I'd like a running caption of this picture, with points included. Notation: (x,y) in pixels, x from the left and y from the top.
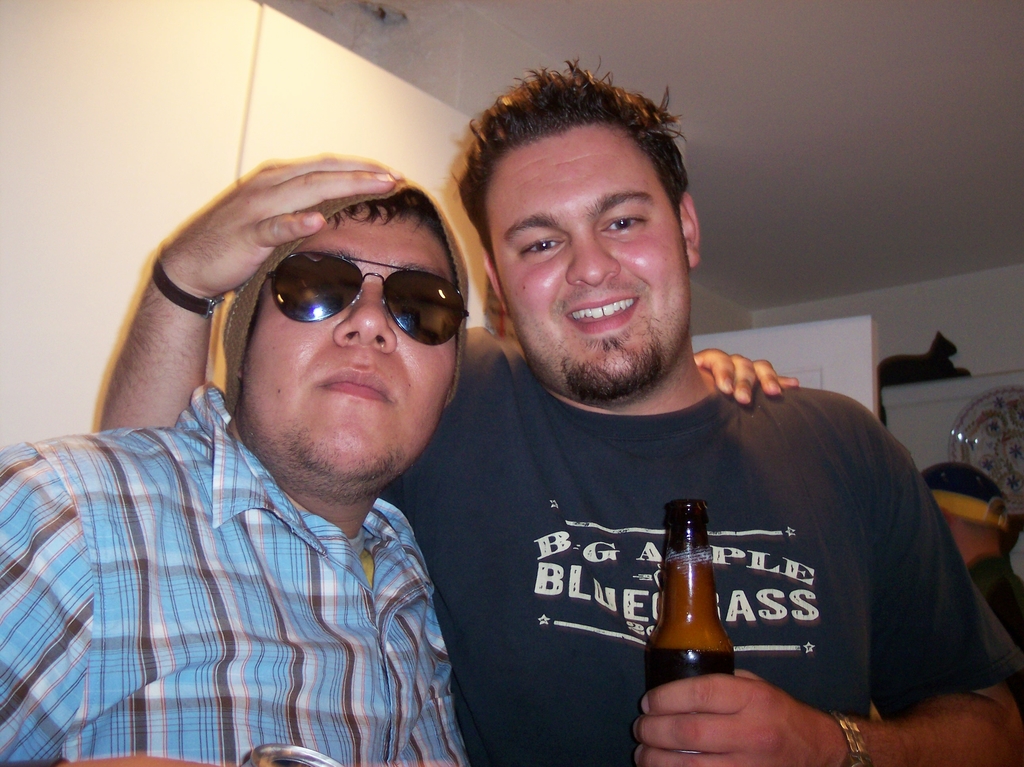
Here we can see a two persons (601,757). There is a man (861,482) on the right (838,764). He is holding a bottle (647,681) in his left hand (832,724) and he kept his right hand (303,223) on head (362,216) of a this man (383,471).
